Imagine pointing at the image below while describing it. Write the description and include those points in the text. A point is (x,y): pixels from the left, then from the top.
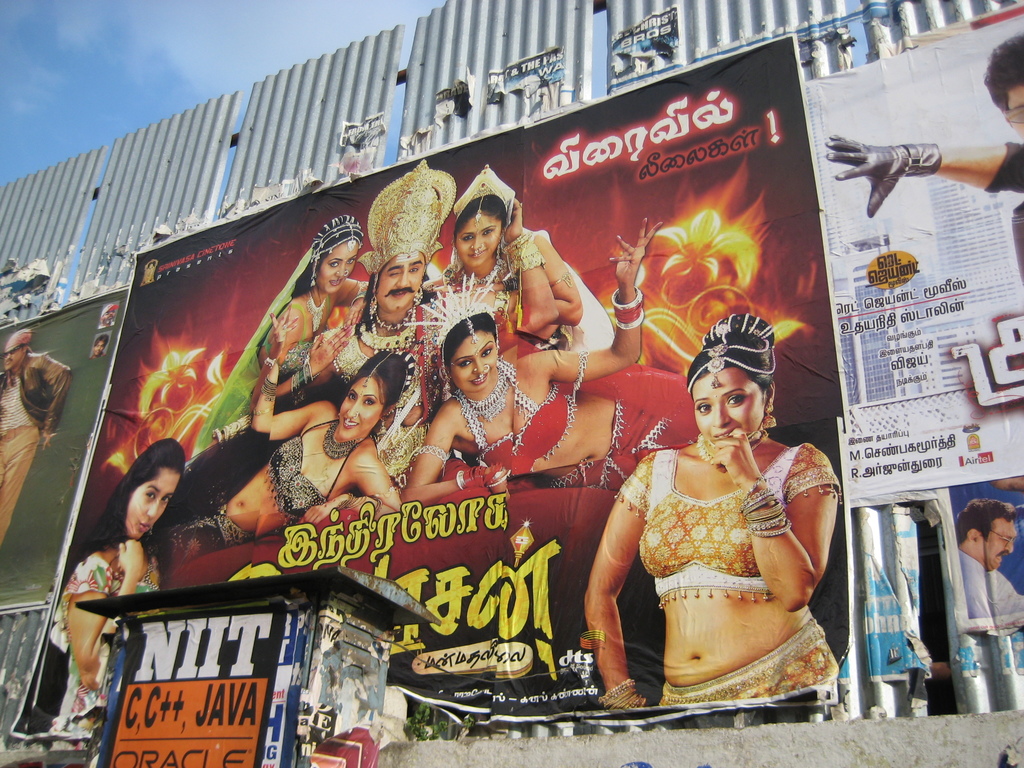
In this image I can see a poster (143,500) attached to some object (195,149), in the poster (356,554) I can see few persons (615,589) some are sitting and some are standing. I can also see something written on the poster (587,457), background (65,73) I can see sky (114,41) in white and blue color.
